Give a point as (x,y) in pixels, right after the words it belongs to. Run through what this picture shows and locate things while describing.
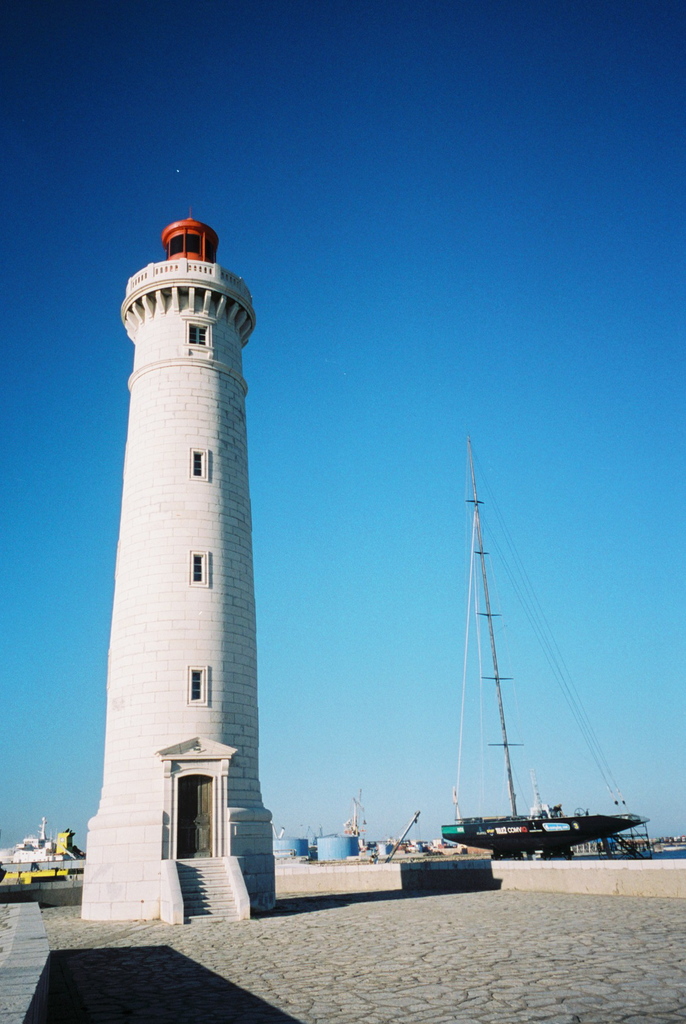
In this image we can see a light house (223,469) with windows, a door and a staircase (204,902) on the ground (470,985). On the backside (511,852) we can see a boat (524,850) with a pole (514,803) and some ropes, some containers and the sky (381,662) which looks clear.
